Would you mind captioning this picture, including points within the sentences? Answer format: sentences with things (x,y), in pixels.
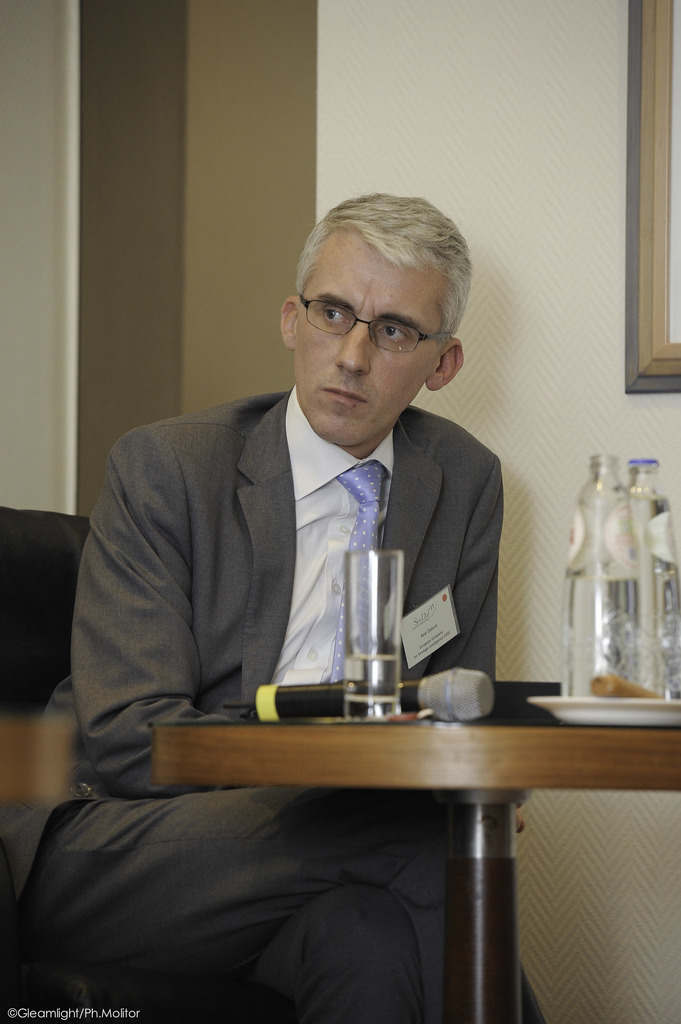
In this image i can see a person (330,527) wearing a white shirt (335,514) and blazer (184,564) sitting on a couch (64,560) in front of a table (171,753), On the table (520,763) i can see few bottles (640,557), a glass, a plate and a microphone (261,711). In the background (527,80) i can see the wall (444,102) and a photo frame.
